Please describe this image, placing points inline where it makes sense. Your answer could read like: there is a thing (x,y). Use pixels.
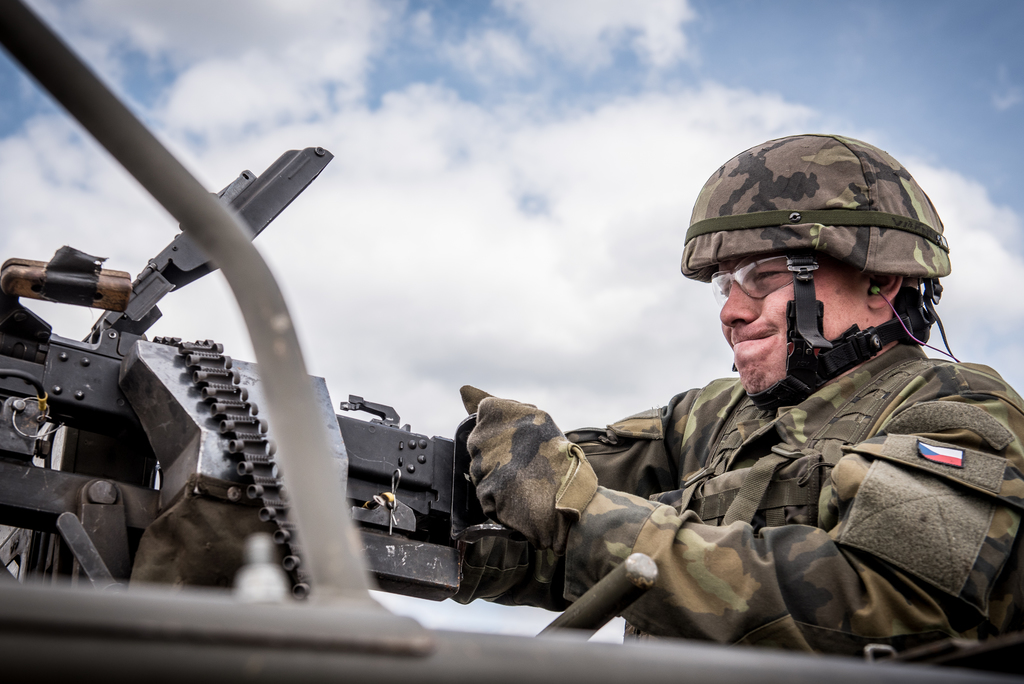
In this image we can see a person (658,499). A person (786,429) is operating a machine gun (409,512). We can see the cloudy sky (653,118) in the image.
